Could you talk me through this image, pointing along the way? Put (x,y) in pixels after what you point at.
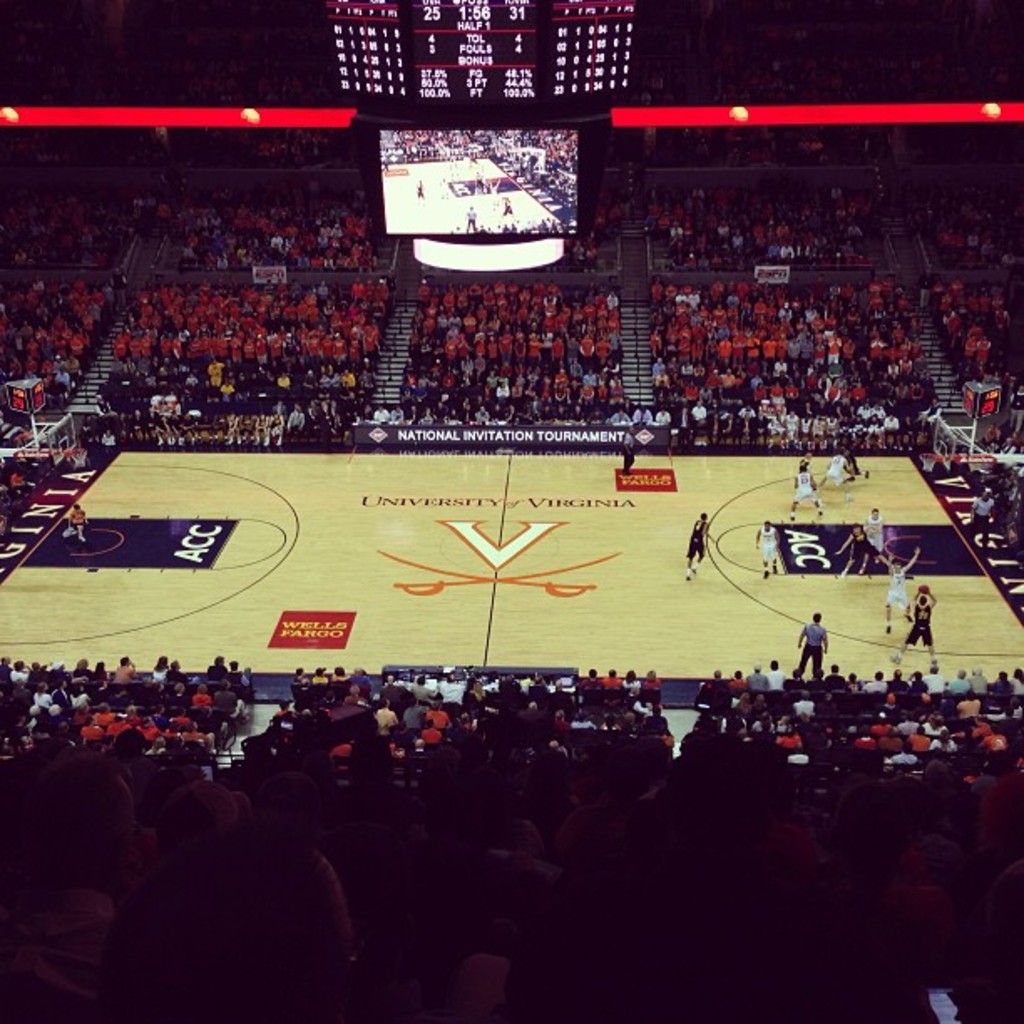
In this image it seems like a basketball stadium (344,549). There is a basketball court (486,572) in the middle (425,553). There are so many spectators (342,812) on either side of the court (536,580). At the top (429,216) there is a screen (506,182). Above the screen (522,182) there is a scorecard (478,67). On the court (777,507) there are so many players (867,535) who are playing the basketball. There are two nets (932,458) on either side of the court (661,612). There is a red color light (86,113) behind the screen (488,182).
